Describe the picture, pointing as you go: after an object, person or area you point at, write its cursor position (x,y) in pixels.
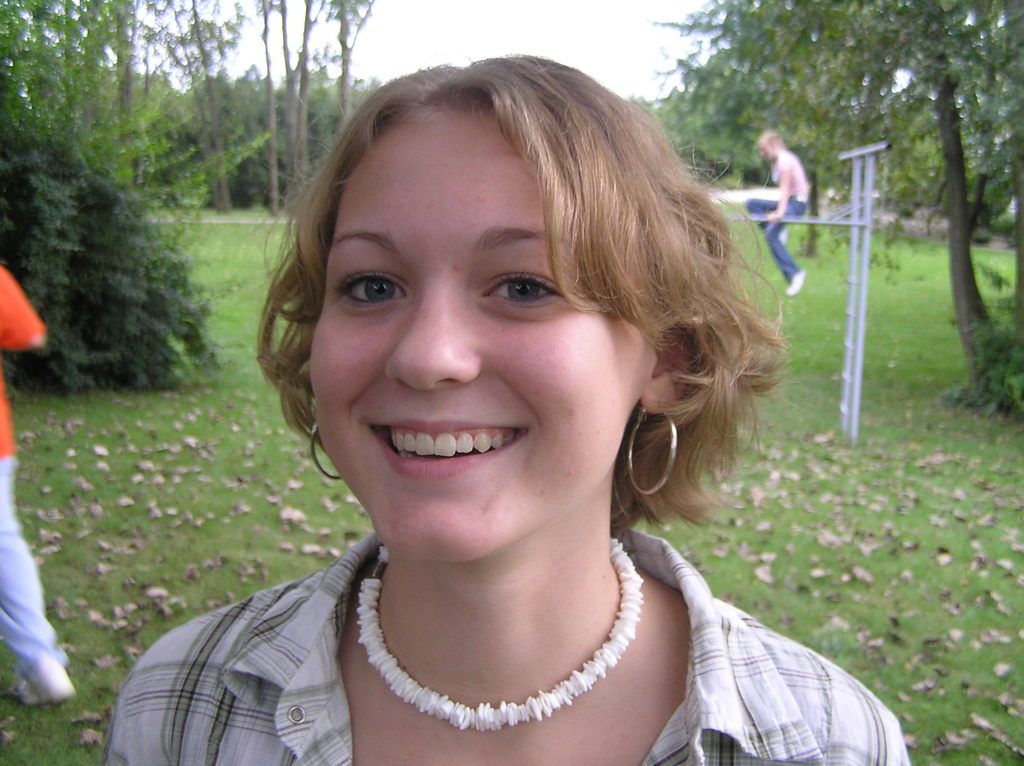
In this image we can see a lady (410,567) wearing neck chain (563,700) and earrings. In the back (16,342) there are two persons (6,276). Also there is a ladder (850,290). On the ground (161,443) there is grass (207,494) and leaves (151,467). In the background (240,88) there are trees (854,69). Also there is sky (523,16).
